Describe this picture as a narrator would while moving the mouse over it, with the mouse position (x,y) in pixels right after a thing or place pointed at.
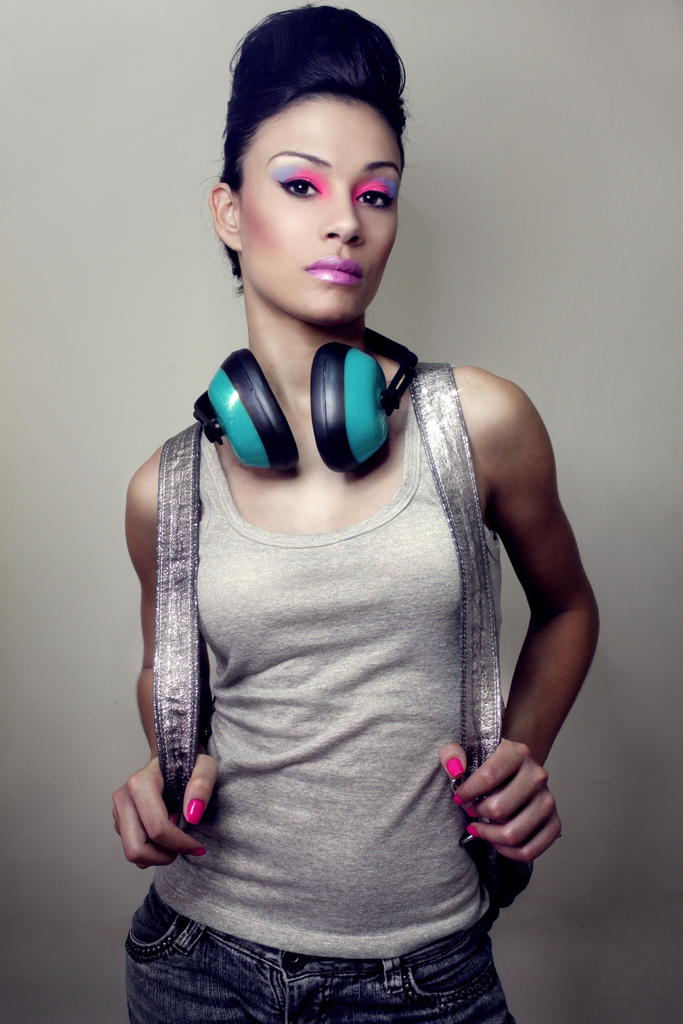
In this image we can see a woman (287,518) standing and wearing a bag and we can see headphones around her neck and it looks like she is posing for a photo.
